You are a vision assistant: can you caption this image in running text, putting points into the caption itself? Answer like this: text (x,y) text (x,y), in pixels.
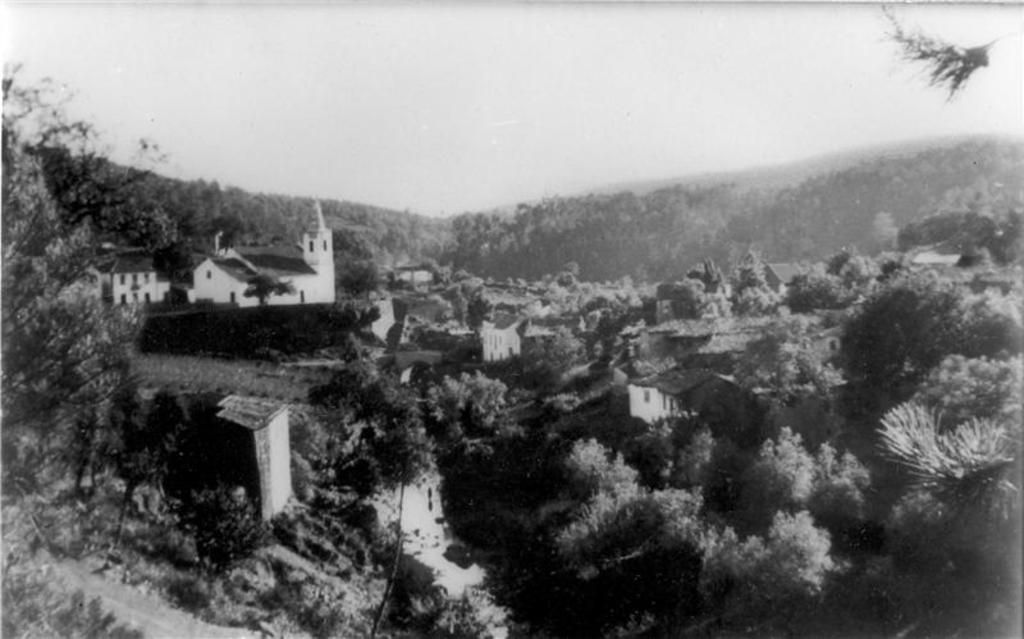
In this image there are trees (61,298), buildings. At the top of the image (449,59) there is sky (438,70).
